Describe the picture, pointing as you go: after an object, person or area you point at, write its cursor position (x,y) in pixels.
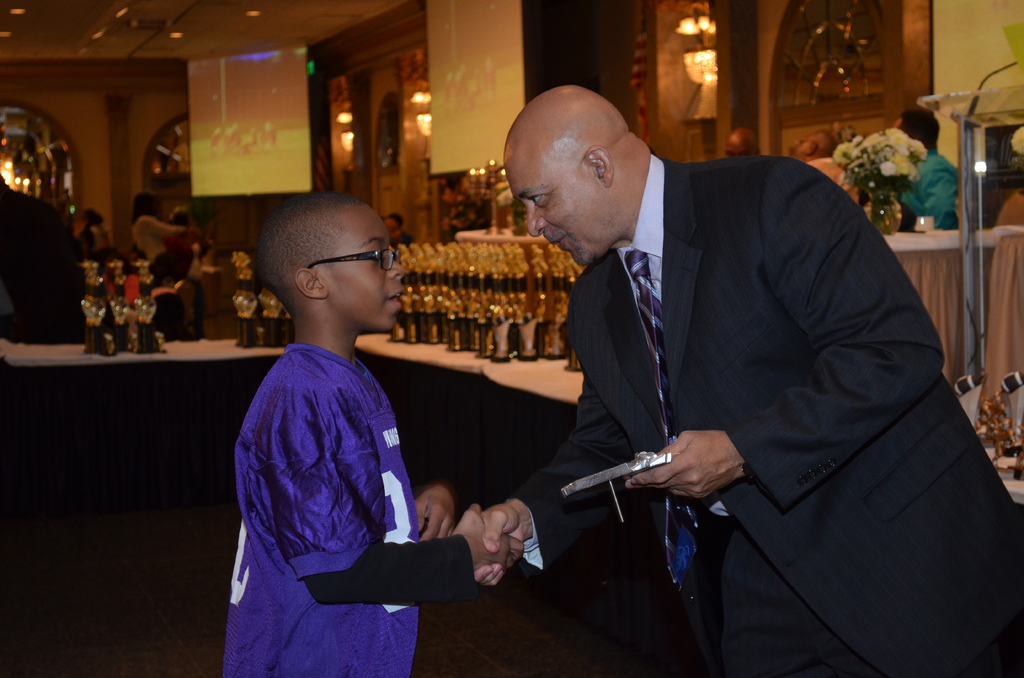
In the picture I can see one person (604,226) giving hand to one child (251,503). On the right of the picture (886,178) I can see one flower bouquet (914,170). In the background (483,264), I can see the trophies (452,274).
